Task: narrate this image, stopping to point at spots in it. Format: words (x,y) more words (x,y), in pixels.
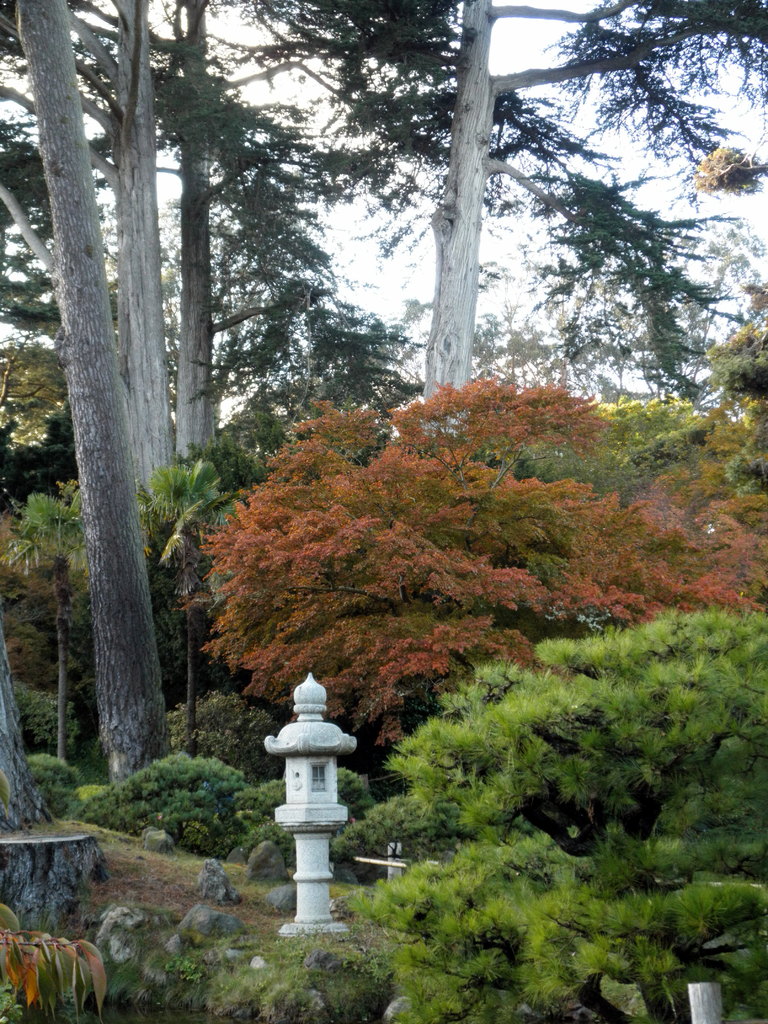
In this image there are some trees (535,568) plants (233,454) and in the center (306,681) there is one pole (322,817). At the bottom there are some rocks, and in the background (481,262) there is sky (481,262).
